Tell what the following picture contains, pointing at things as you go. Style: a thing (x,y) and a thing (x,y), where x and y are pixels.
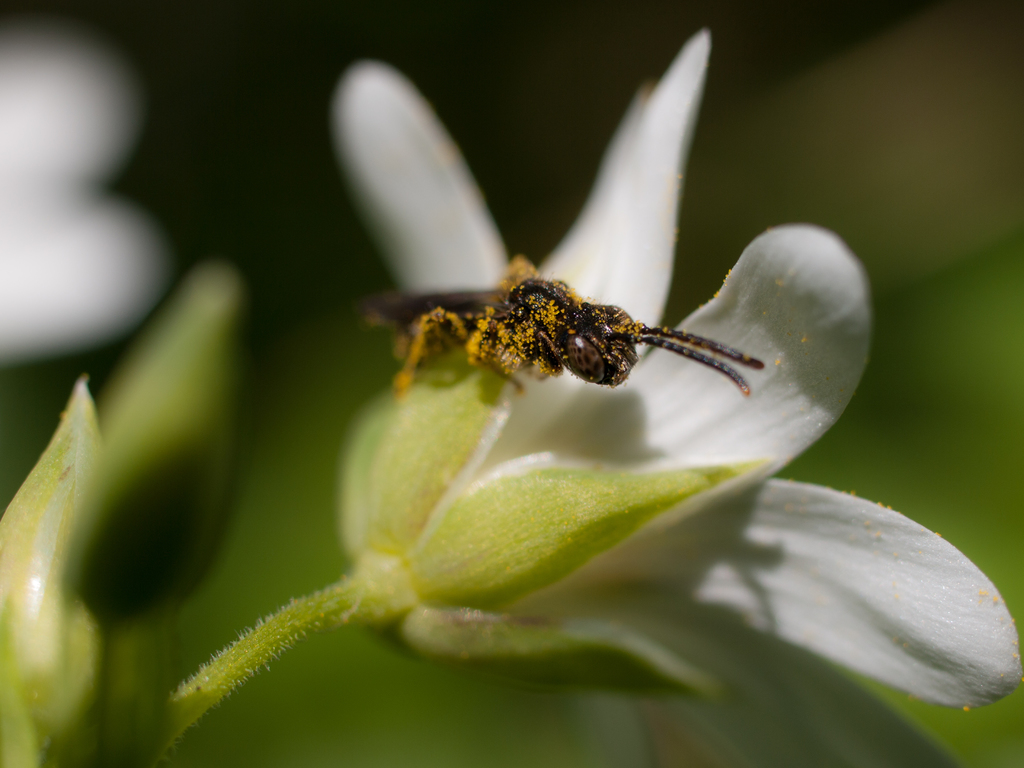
In this image we can see an insect (464,304) on a flower (536,487) and on the left side (144,366) we can see buds (151,406). In the background (943,10) the image is blur but we can see objects (203,287).
